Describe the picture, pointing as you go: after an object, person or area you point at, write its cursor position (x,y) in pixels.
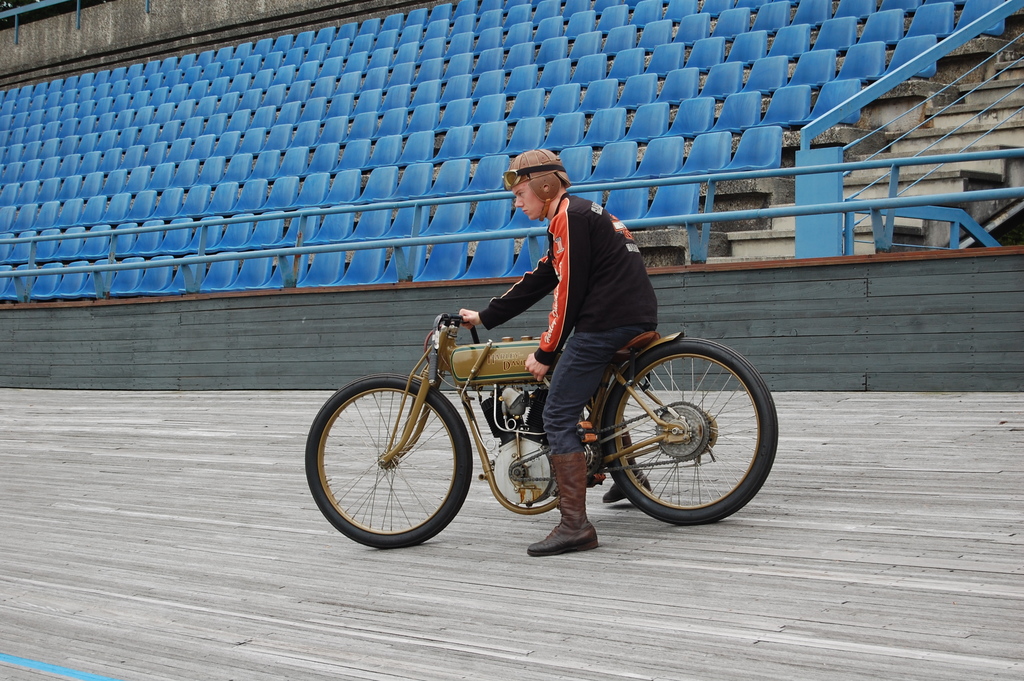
In the image there is a man (541,350) sat on motorcycle (501,397), Beside of him it's looks like gallery (440,83).
